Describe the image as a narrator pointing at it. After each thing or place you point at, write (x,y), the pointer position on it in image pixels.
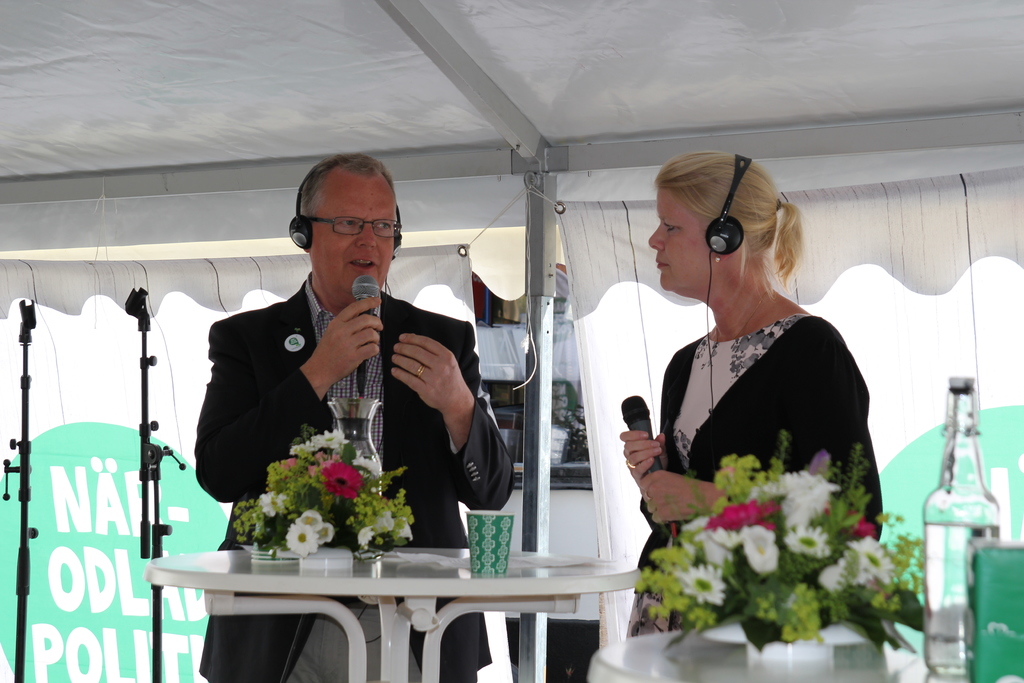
In this image there is a man (400,337) and a woman (721,384) holding mics (357,293) in their hands (355,307) and wearing headphones (301,192), and talking to each other, in front of them there is a table (466,587), on top of the table (442,620) there is a bottle of water (936,561), a glass (502,555) and flowers (362,485), they are under a tent (508,81).
